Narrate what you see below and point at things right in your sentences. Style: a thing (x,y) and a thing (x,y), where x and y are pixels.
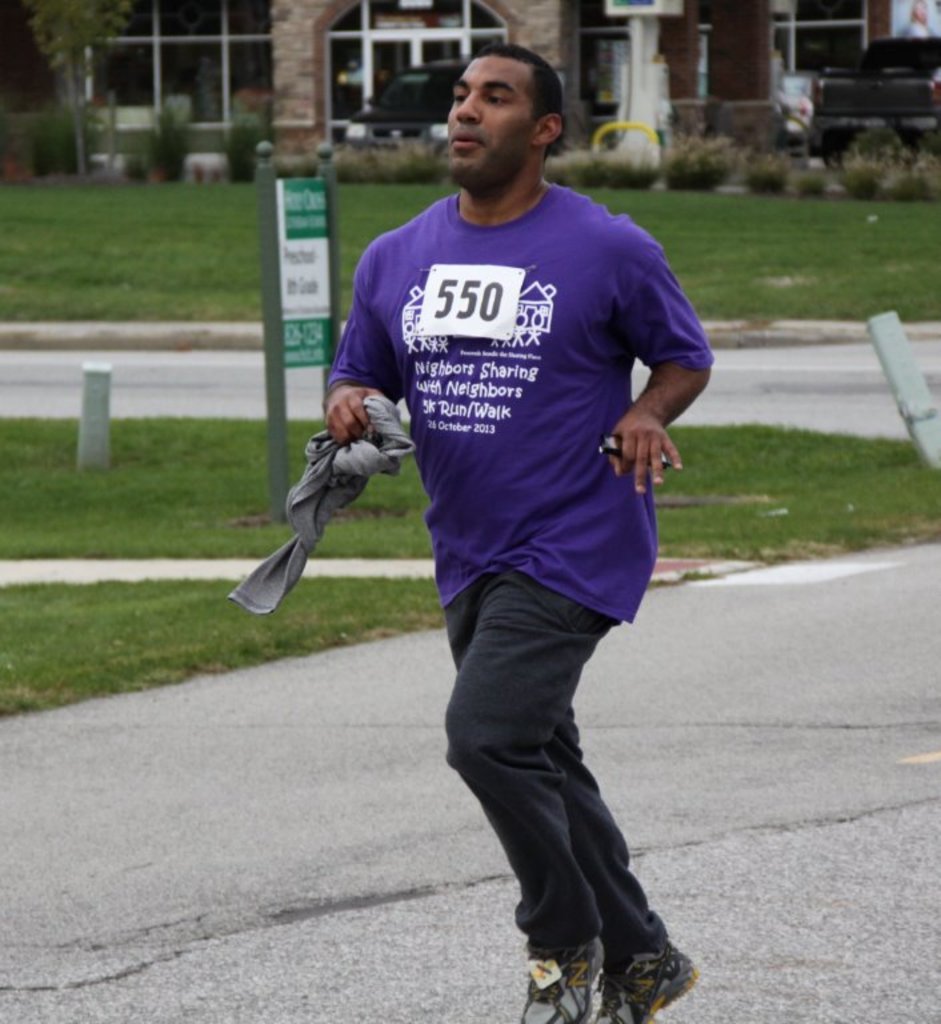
In this image there is a person (441,549) running on the road (406,696), behind the person (567,435) there is grass (247,448), sign board (309,297) and a building (240,96).
